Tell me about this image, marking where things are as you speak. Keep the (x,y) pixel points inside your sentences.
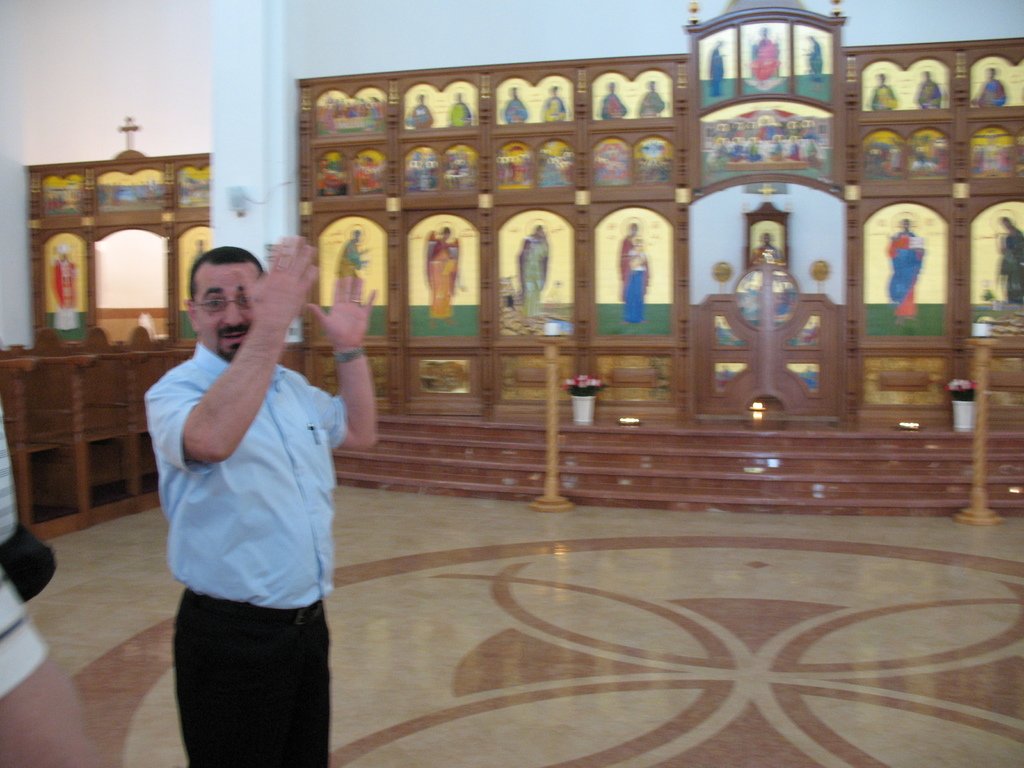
In this image on the left side (245,472) there is a person (250,505) standing and speaking. In the background (407,244) there is a wooden wall painting (516,260) on the wall (720,259) and there are poles (982,448), flowers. On the left side (64,391) there is a wooden object (80,383). On the left side (21,686) there is the hand (29,687) of the person (23,646) visible.
